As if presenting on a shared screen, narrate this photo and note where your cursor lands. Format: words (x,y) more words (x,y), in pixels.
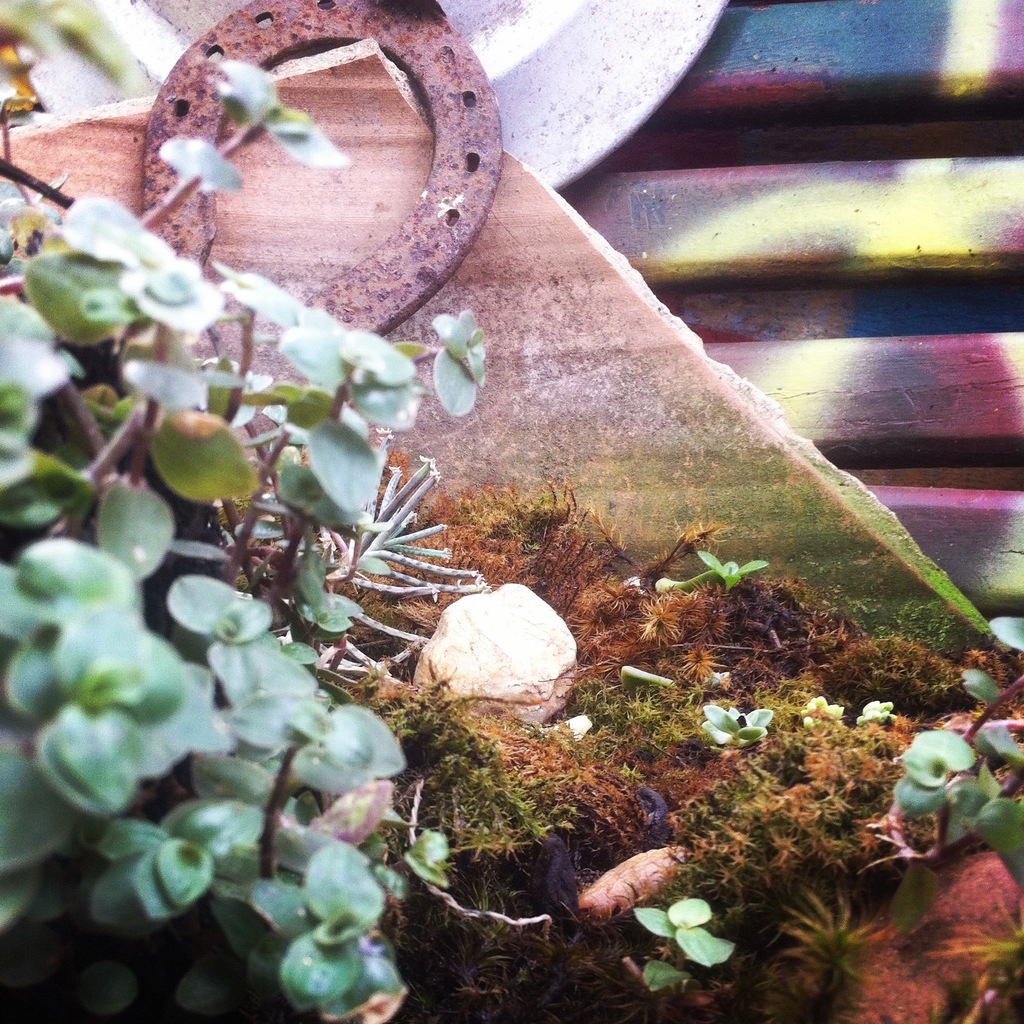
In this picture we can see plants (384,625), stone (561,622), a marble piece (551,473), a rusted item (454,177) and other items (948,145).
